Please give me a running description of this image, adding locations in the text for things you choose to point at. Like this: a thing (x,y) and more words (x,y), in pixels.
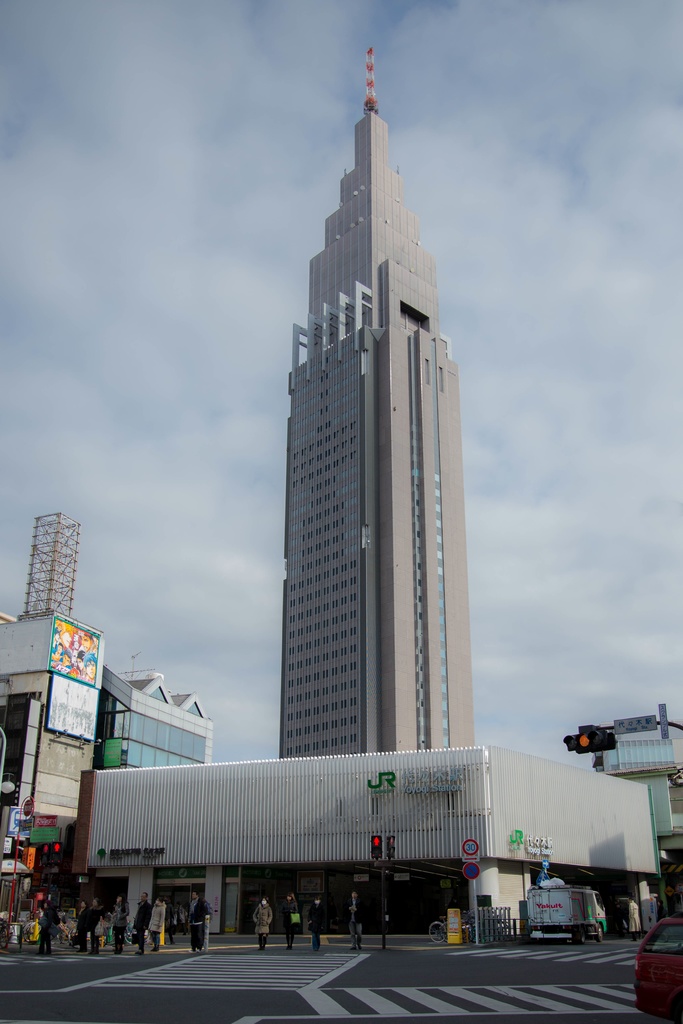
In this picture I can see group of people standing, there are vehicles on the road (346,995), there are buildings (433,763), there are poles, boards (55,719), lights (45,857), and in the background (110,205) there is the sky (658,49).
